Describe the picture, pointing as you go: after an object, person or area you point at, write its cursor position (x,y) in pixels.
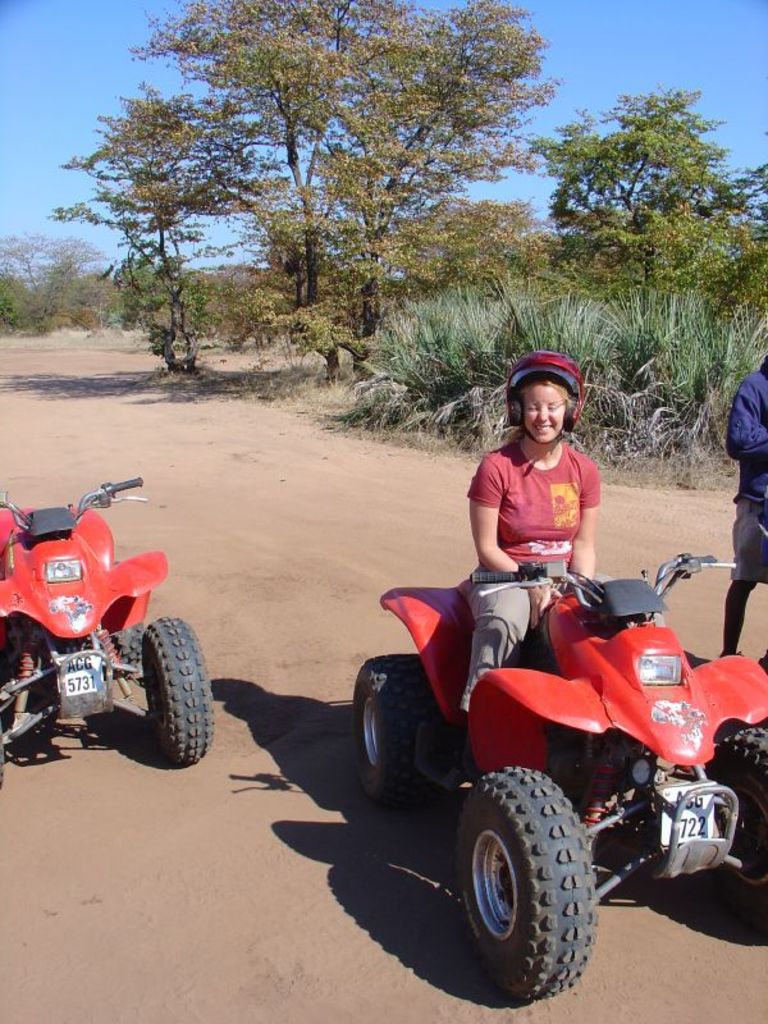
In this image I can see two red colour vehicles (457,669), two persons (596,497) where I can see one of them is sitting on this vehicle (495,735). I can see she is wearing red t shirt (536,528) and red colour helmet (511,416). In the background (465,393) I can see bushes (632,375), few trees (533,243) and the sky (79,238).
